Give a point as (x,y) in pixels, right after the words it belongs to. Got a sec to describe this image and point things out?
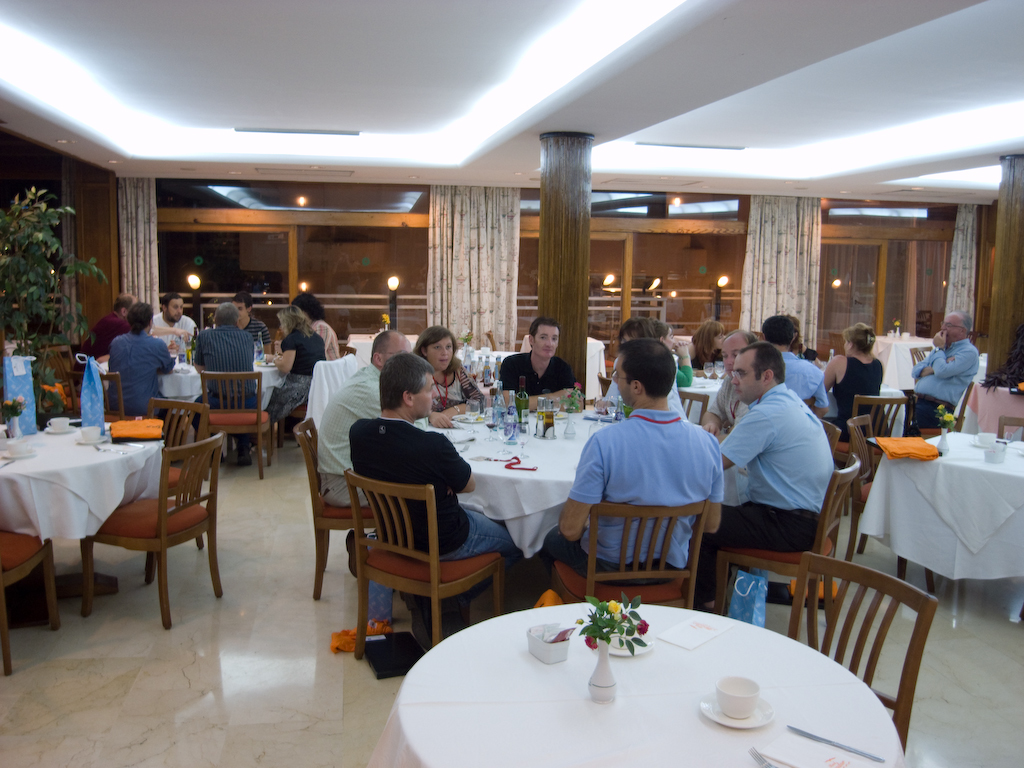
this picture shows group of people (554,337) seated on the chairs (855,513) and we see few bottles (502,403) and cups (605,408) on the table (535,447) and we see few curtains (466,229) hanging to the windows (937,240) and we see a plant (42,388).
